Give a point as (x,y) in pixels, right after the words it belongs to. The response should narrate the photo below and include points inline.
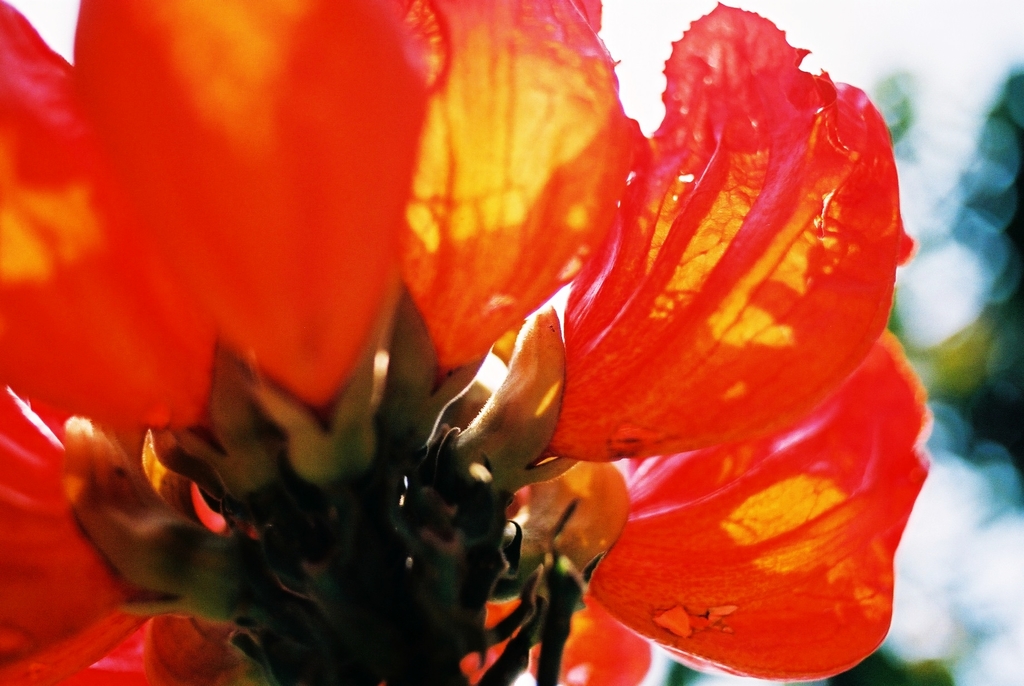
In this image in the front (488,304) there is a flower (378,361) which is red in colour and the background (965,209) is blurry.
